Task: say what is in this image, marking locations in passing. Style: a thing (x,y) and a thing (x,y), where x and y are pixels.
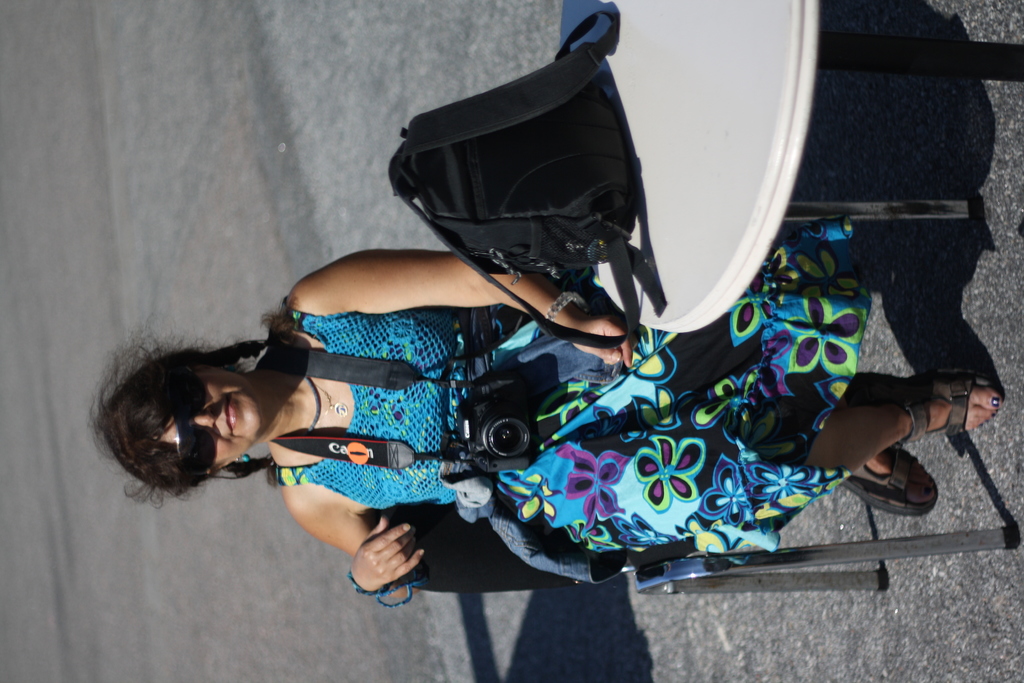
In this rotated image there is a woman (692,496) sitting on the chair (710,558). In front of her there is a table (698,103). On the table (635,145) there is a bag (559,139). She is wearing sunglasses (202,439) and a camera (495,454) around her neck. She is smiling. Behind her there is the ground (80,545).
